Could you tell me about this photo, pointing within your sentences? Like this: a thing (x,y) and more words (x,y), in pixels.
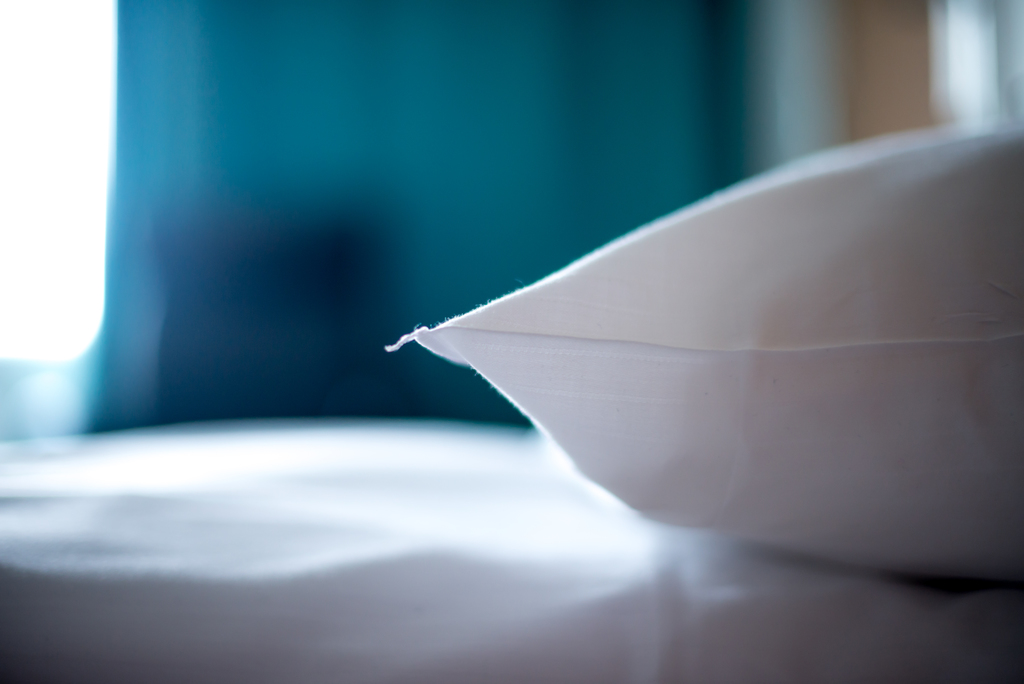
In this image I can see the bed (174,524). And there is a pillow (771,286) on the bed (414,556). It is in white color. And I can see the blurred background (285,243).
